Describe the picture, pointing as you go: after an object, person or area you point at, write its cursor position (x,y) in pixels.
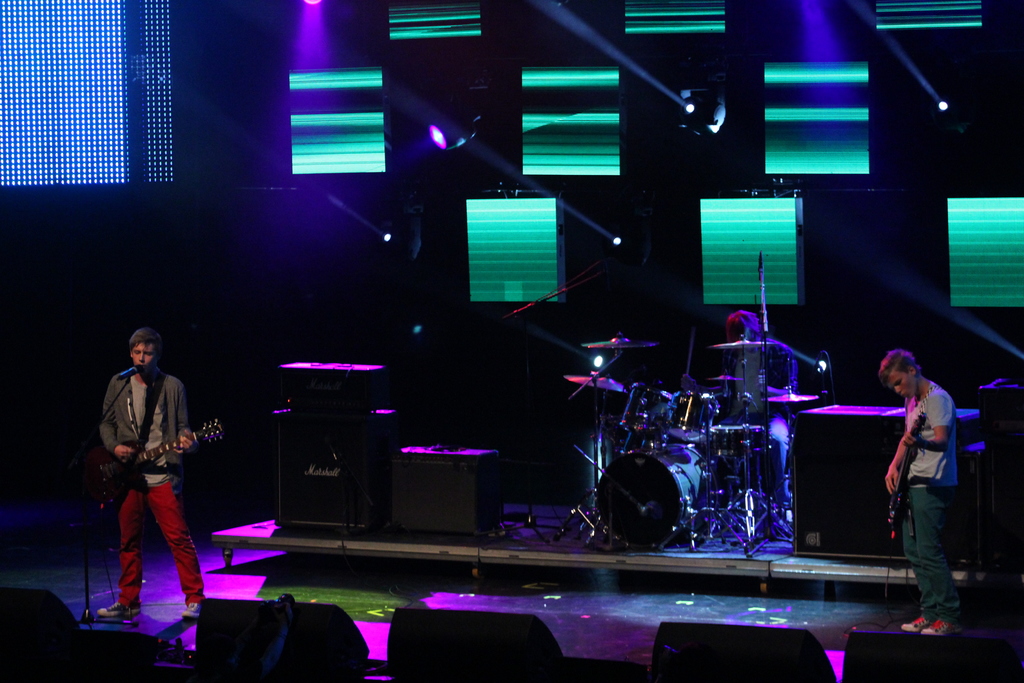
In this image a person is standing and holding a guitar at the left side of the image (145,432). A mike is present before the person (108,441). In middle of the image (634,348) there are few musical instrument (600,379) at back of it a man (763,423) is sitting and playing music. At right side (936,621) there is a person (949,613) standing and playing guitar (911,446). Background there are few lights (896,26).
